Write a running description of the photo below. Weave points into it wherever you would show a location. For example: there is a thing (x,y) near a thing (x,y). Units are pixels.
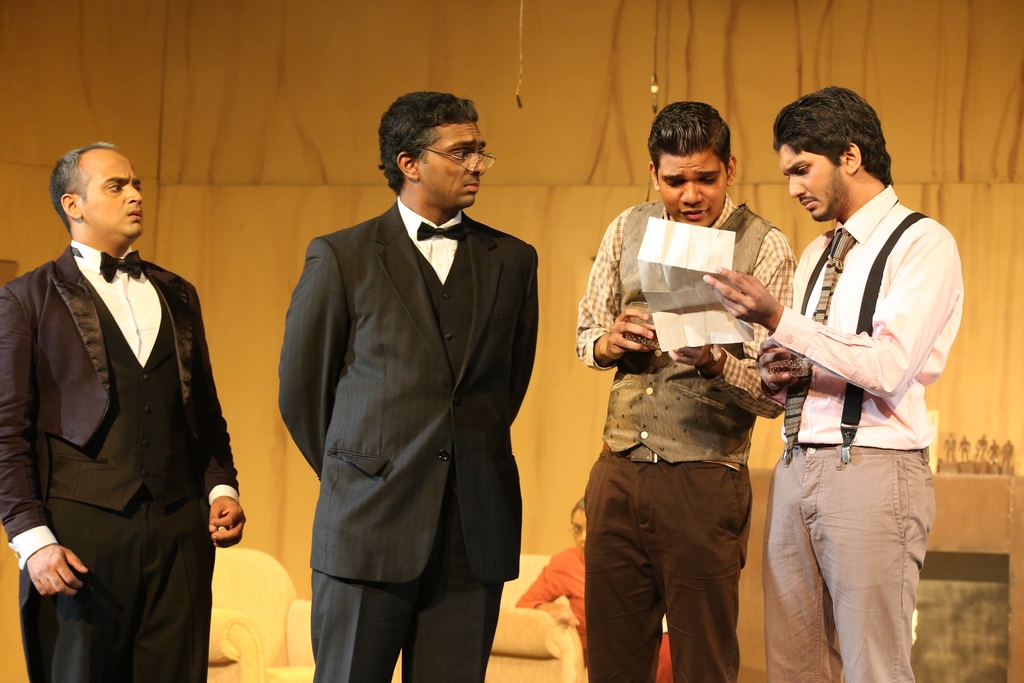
Here we can see four persons (654,399). These two persons (769,227) are looking into a paper (712,307). In the background (526,671) we can see sofas (312,650) and there is a person (568,606) sitting on the sofa (507,647). And this is wall (992,414).
